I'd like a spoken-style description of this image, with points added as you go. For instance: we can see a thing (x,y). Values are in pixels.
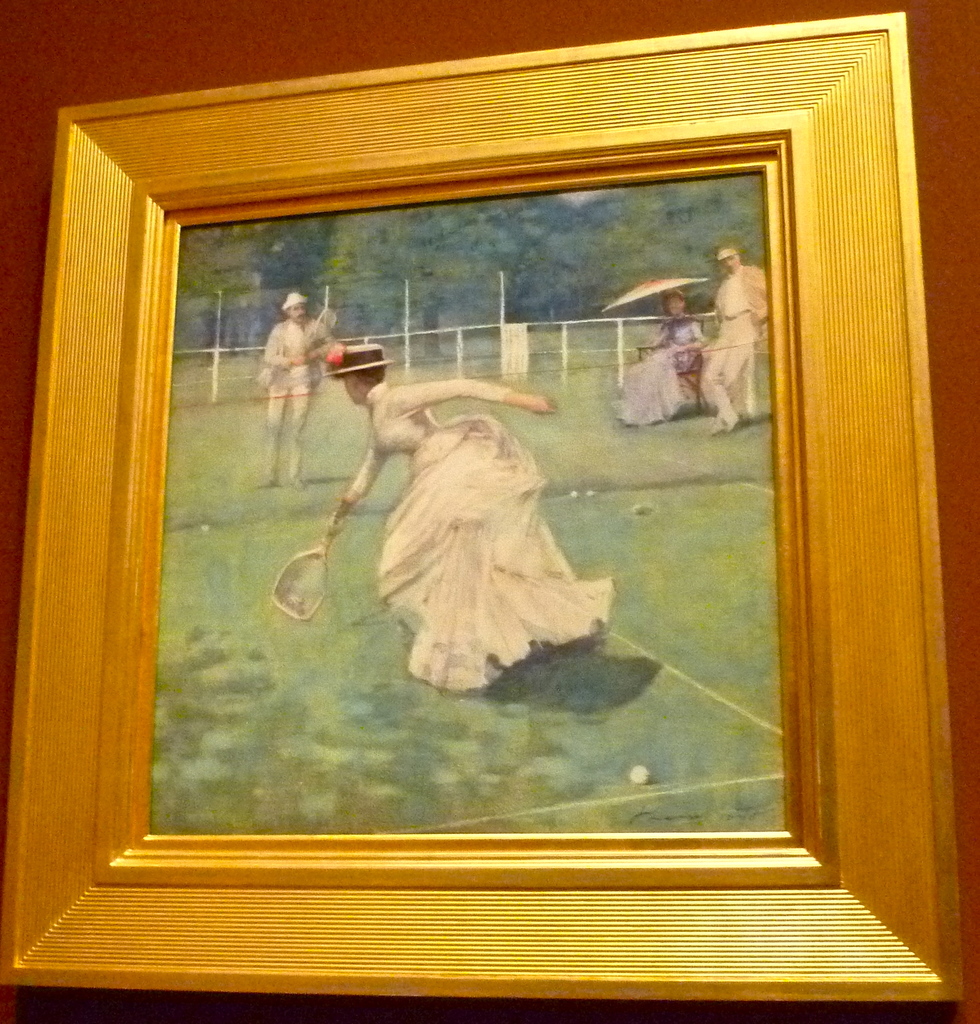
There is a photo frame (720,166) attached to the wall (171,83) and in the photo frame (359,435) there is an image (450,492) of a woman (437,581) playing tennis and there are two people (620,391) in the right side of the woman (528,401) and there is a man (303,398) in front of the woman (409,485) and in the background (403,234) there are many trees (617,229).
